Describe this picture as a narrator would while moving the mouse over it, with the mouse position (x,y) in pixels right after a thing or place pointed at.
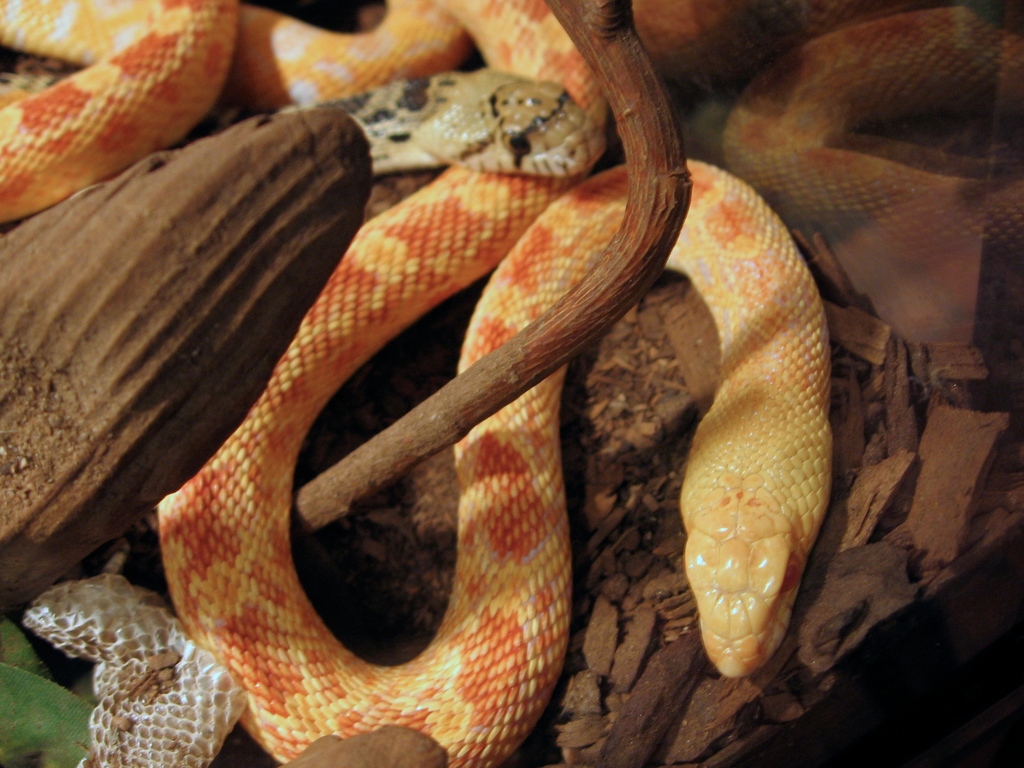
In this picture I can see snakes (216,607) and there are stones (98,511).
